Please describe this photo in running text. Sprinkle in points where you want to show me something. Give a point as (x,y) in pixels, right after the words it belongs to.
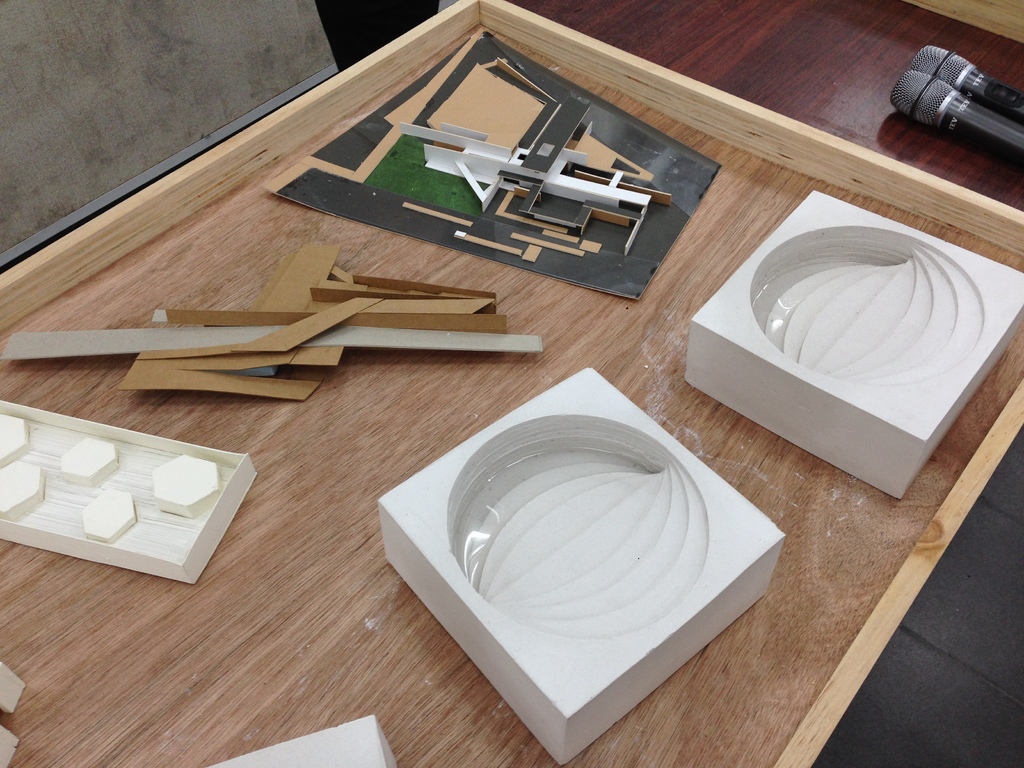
In this picture we can see table (607,343) and on table (597,331) we have wooden pieces (334,302) of different shapes and aside to this we have two mics (902,85).
